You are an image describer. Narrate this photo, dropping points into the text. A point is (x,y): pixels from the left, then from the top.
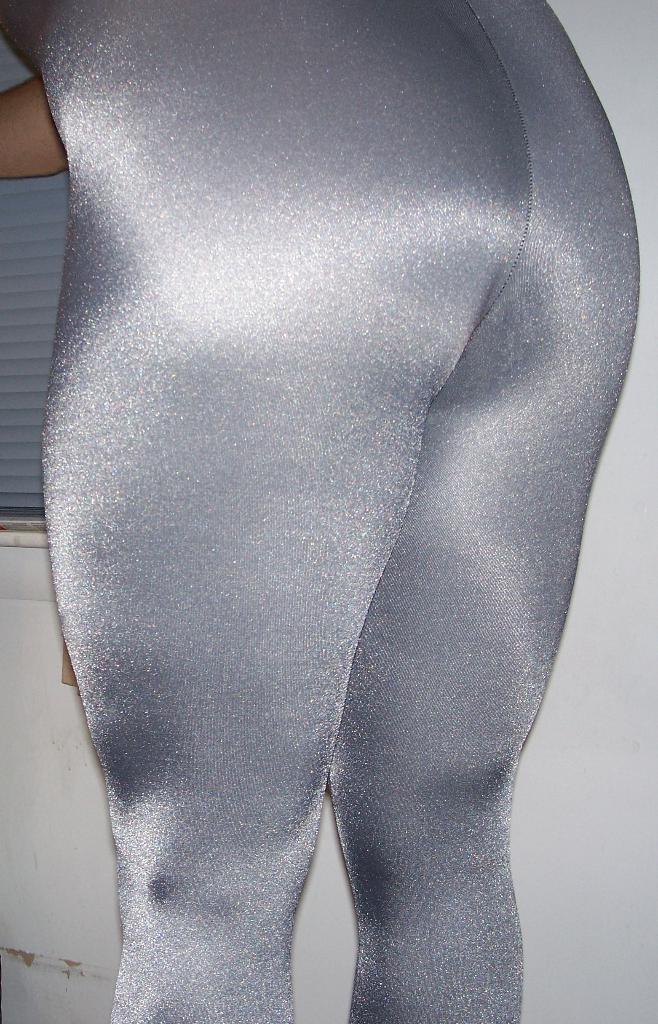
In this picture there is a person (253,310) who is wearing grey clothes (502,48) on the body (377,405). The person (236,435) is standing near to the wall (589,659). On the left (37,367) there is a window blind (33,282).
